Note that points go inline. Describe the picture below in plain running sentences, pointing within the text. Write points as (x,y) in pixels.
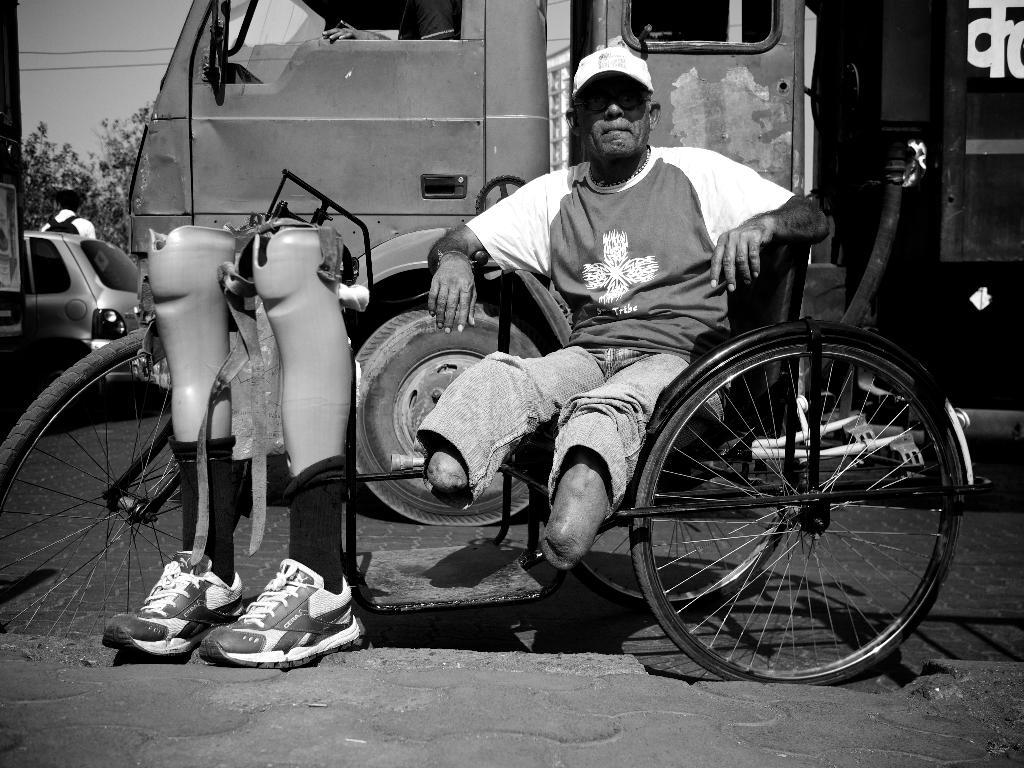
In this image a handicap person (580,282) is sitting on a wheel chair (524,559). There are two artificial legs (208,460) in front of him. In the background (276,154) there is a truck (436,81) and few other vehicles (43,268), there are trees (46,199).
